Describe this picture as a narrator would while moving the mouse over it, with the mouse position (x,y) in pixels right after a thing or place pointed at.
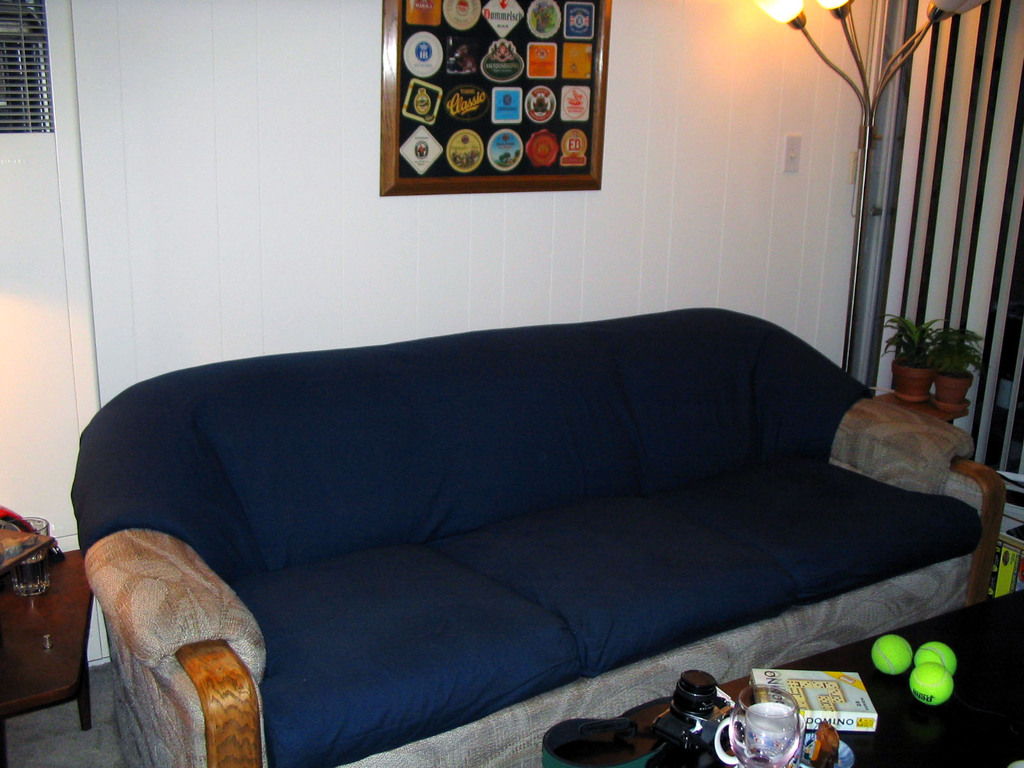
This picture is clicked inside a room (760,339). There is a big couch (675,467) in the room (418,536). In front of it there is a table (976,618) and on it there are balls (927,673), glass (787,729), a game box (813,696) and a camera (678,688). On the left corner of the image (68,653) there is another table (83,652) and a glass (39,593) is placed on it. On the right corner of the image (918,393) there are two houseplants (902,369) on a stool (933,398). Behind it there is lamp stand (857,66). In the background (671,129) there is a wall (647,137) and picture frame (528,43) is hanging on the wall (178,186).
